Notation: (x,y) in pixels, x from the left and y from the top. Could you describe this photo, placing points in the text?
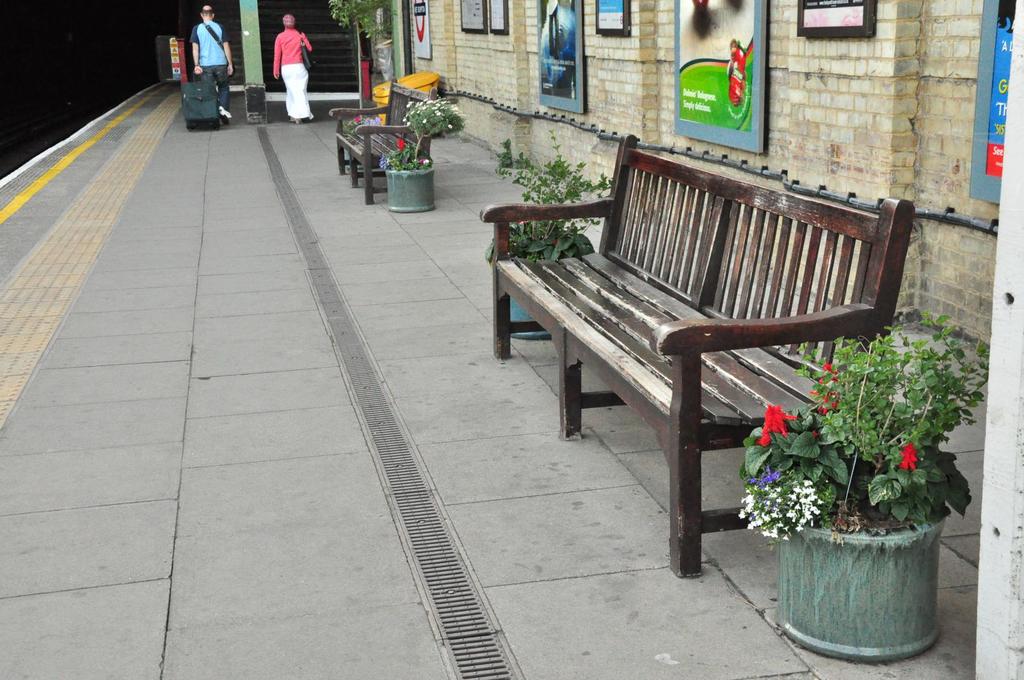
In this image I can see two persons (299,68) walking, the person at right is wearing peach color shirt (282,55) and the person (229,84) at left (202,31) is wearing blue shirt (202,37) and holding a bag (194,86). I can also see few benches (681,259) in brown color, plants (565,229) in green color, few frames (712,59) attached to the wall (898,115) and the wall (852,115) is in cream color.
